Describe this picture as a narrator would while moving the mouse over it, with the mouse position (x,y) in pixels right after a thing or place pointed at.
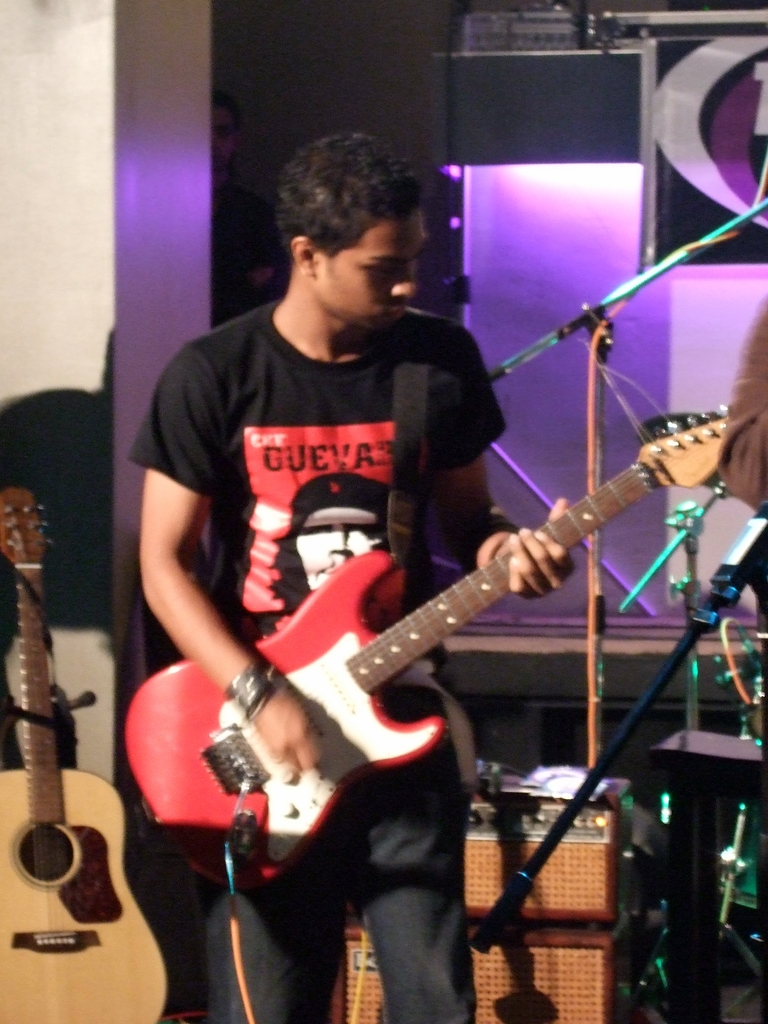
In this picture a man (306,455) is playing guitar (212,712) in front of microphone (594,319), in the background (512,272) we can see couple of lights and musical instruments (49,905).
